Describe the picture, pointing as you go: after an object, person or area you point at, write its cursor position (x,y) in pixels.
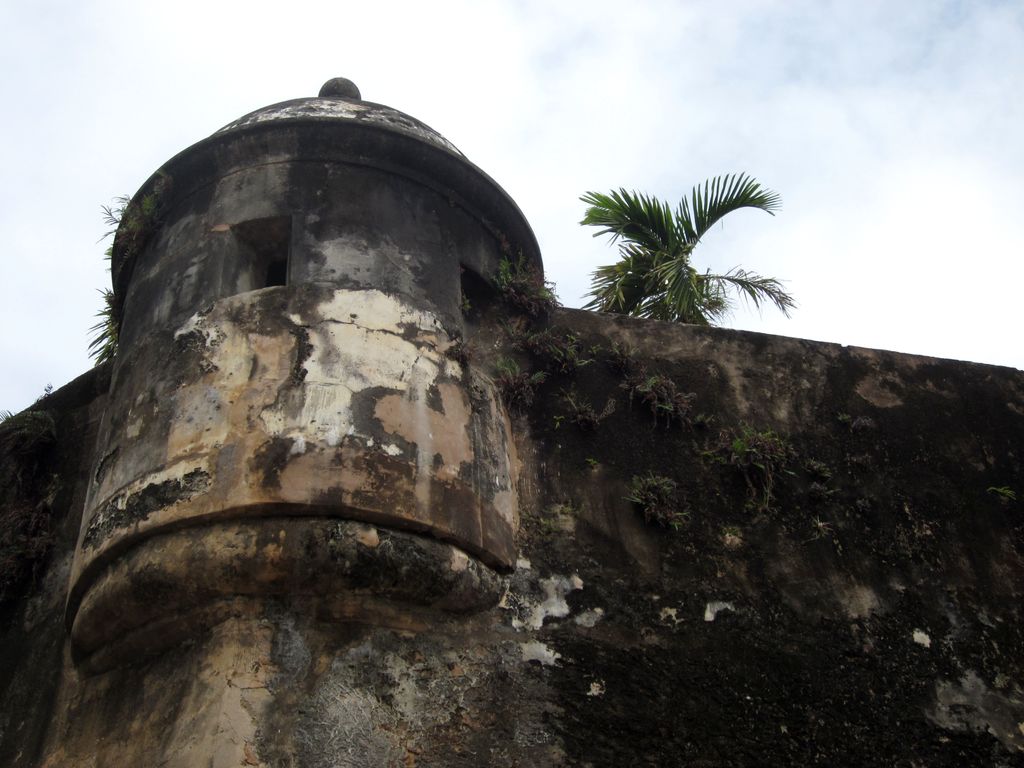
In this picture there is a building (582,526) and there are trees (690,272) behind the wall (773,406) and there are plants (723,440) on the wall (755,416). At the top (817,57) there is sky (784,90) and there are clouds (721,101).
